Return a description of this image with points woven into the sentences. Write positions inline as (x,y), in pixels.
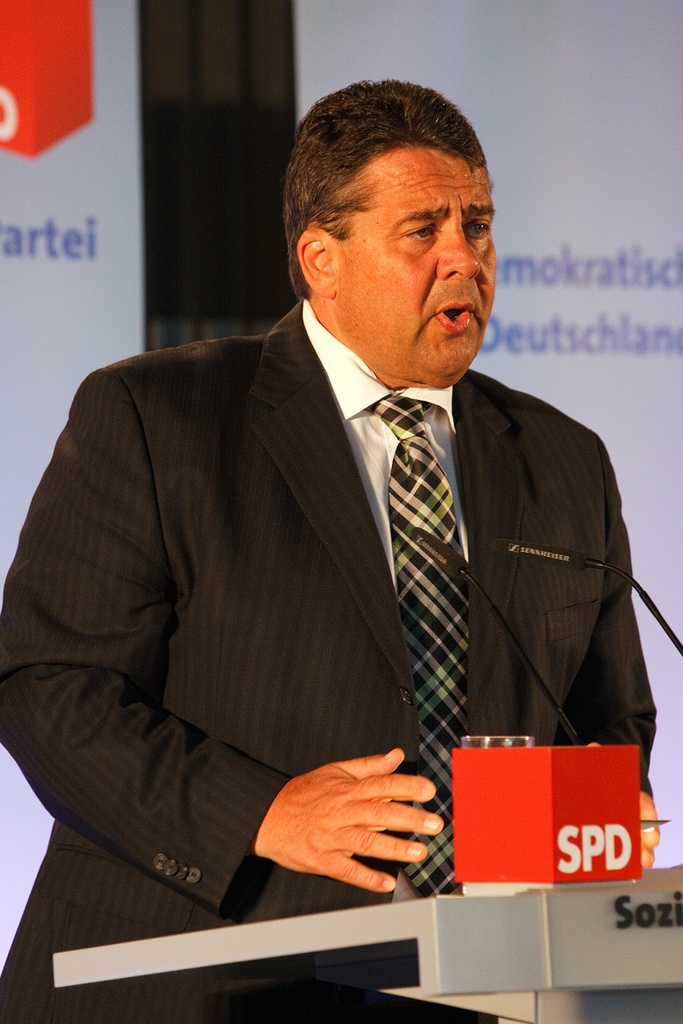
In this image we can see one man (303,484) in a suit (248,830) standing near the podium (667,880), holding an object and talking. There is one podium (629,980) with text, two microphones (511,645) attached to the podium (636,930) and two objects (515,860) on the podium (519,910). There is one black object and two white banners (38,136) with text (8,111) in the background (18,368).
